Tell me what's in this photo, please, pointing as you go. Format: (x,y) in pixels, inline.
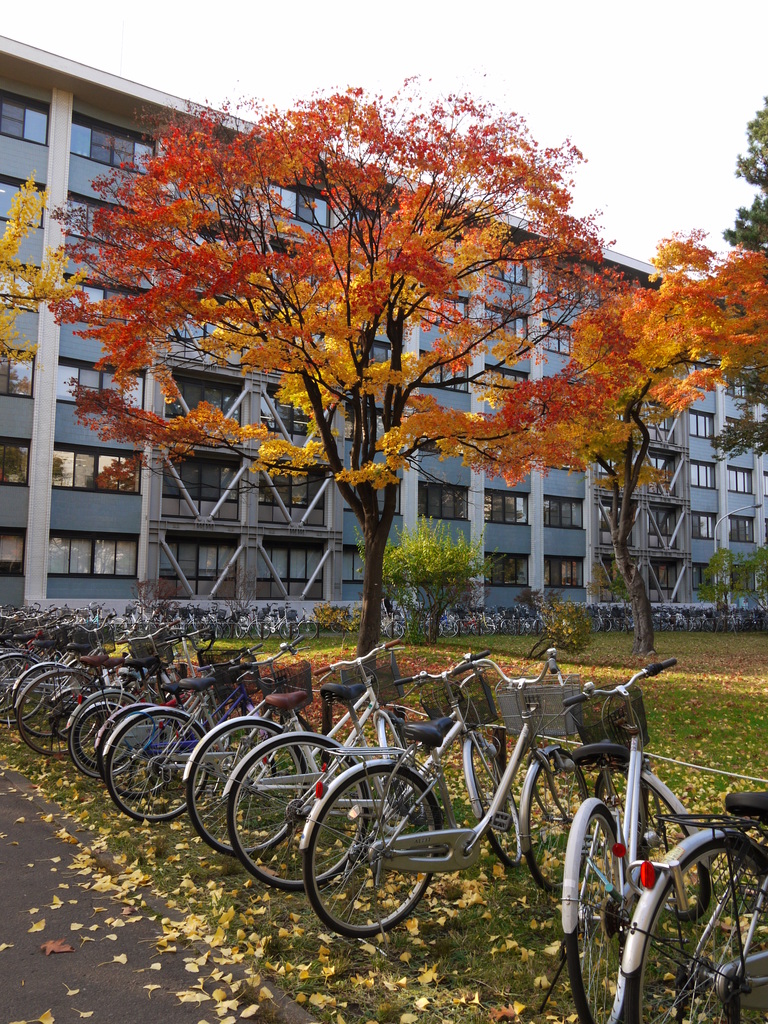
In this image, we can see some bicycles (463,737), trees (621,334), a building (589,586). We can see the ground (685,670) with some grass (488,869) and dried leaves (746,677). We can also see the sky (707,80).
